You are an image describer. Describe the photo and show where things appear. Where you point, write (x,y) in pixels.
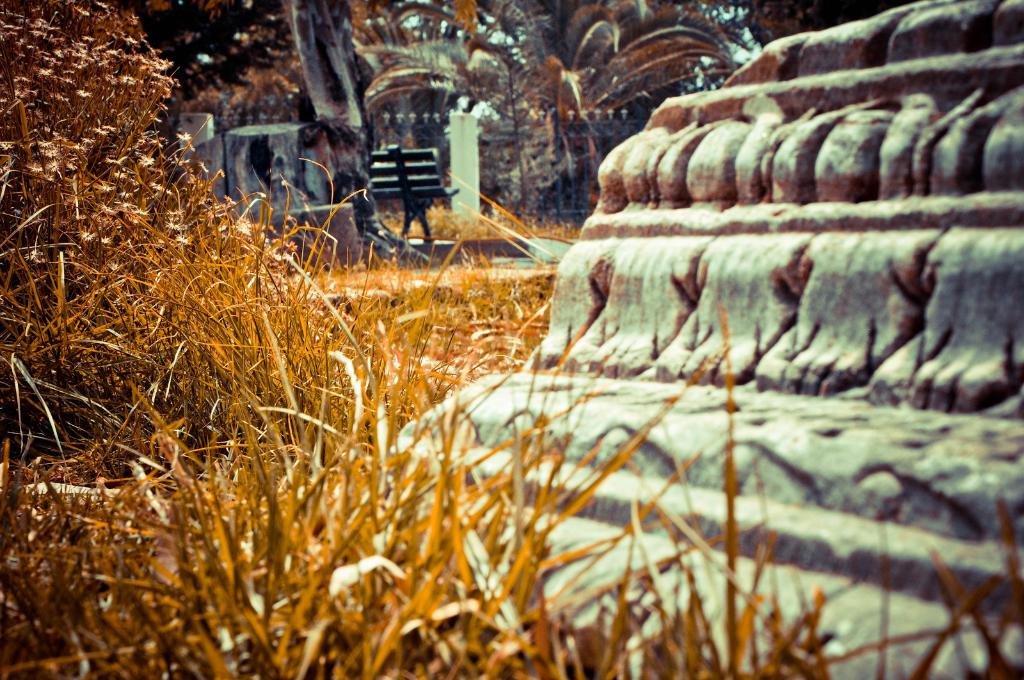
In this image there is dry grass (147,321) and trees (590,39), in front of the grass (110,331) there is a concrete structure (668,307), in the background of the image (608,44) there are trees (346,74), metal rod fence (562,124) and a bench (425,167).
